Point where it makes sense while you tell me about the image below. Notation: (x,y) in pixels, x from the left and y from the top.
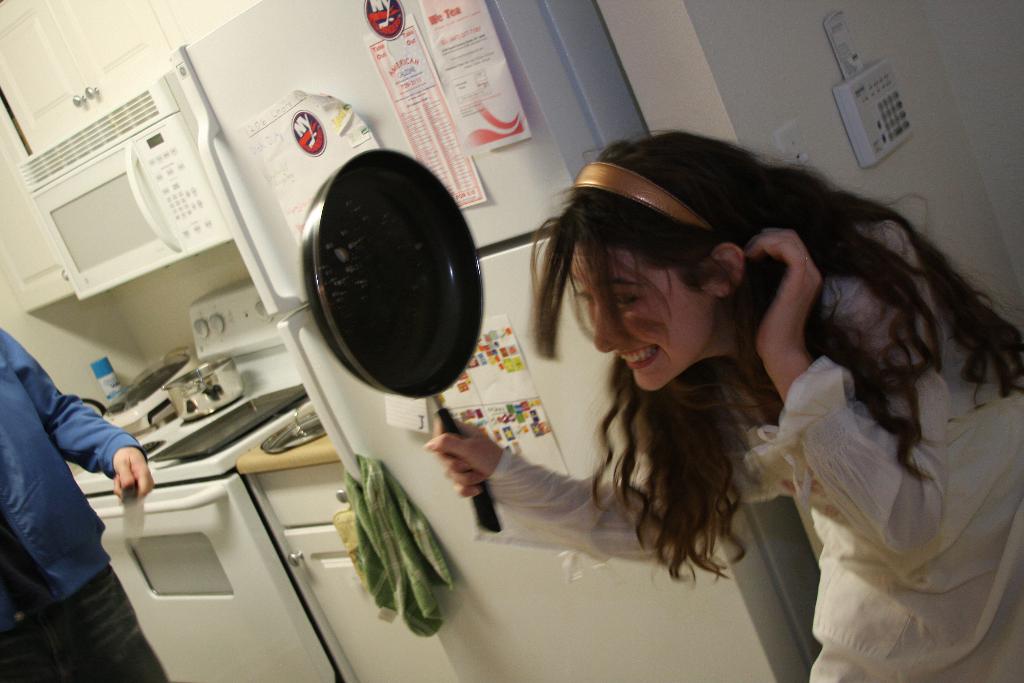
In this image we can see woman (749,461) holding pan (434,360). On the left side of the image (13,499) we can see person (15,516) standing. In the background (397,137) we can see refrigerator (229,133), sticky notes (408,102), stove (195,485), cupboards (322,485), microwave oven (130,207) and wall (55,347).
